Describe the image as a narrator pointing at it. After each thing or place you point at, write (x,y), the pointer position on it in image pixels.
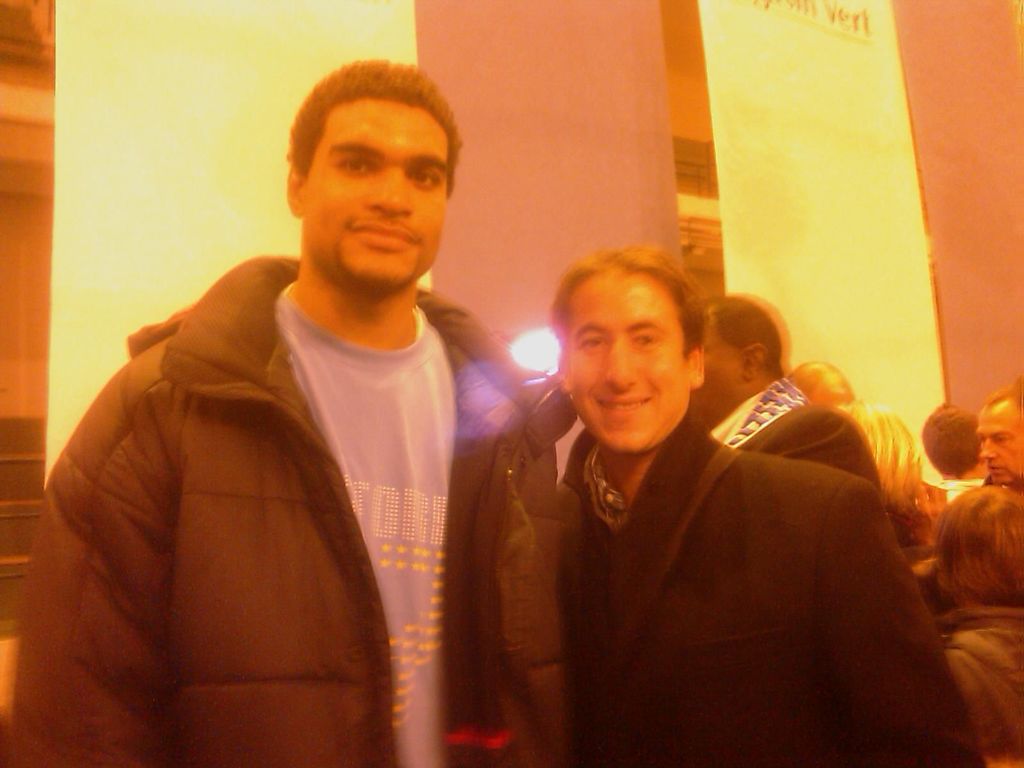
In this image we can see two men (326,652) are standing. In the background (516,173) there are few persons (992,450), hoardings (536,196) and wall (23,204).
